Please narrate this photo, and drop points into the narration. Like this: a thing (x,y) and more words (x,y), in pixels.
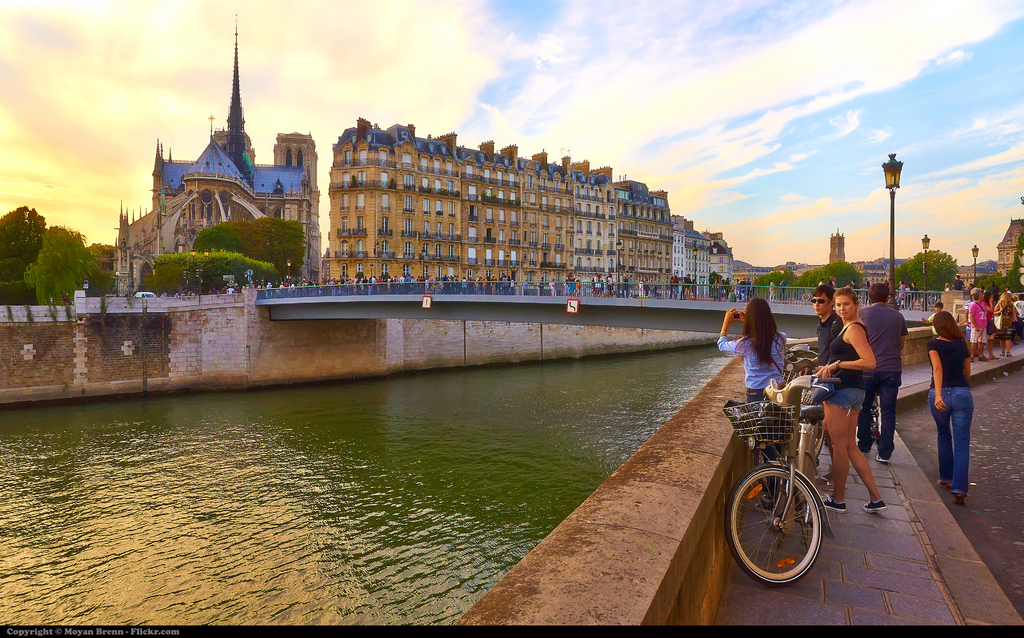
In the image we can see there are many people (848,355) wearing clothes (901,312). This is a bicycle (807,491), water (463,480), bridge (533,305), light pole (893,263), building (487,236) and windows (425,228) of the building (420,241), trees (170,256), footpath (893,475) and a cloudy sky (563,73).
